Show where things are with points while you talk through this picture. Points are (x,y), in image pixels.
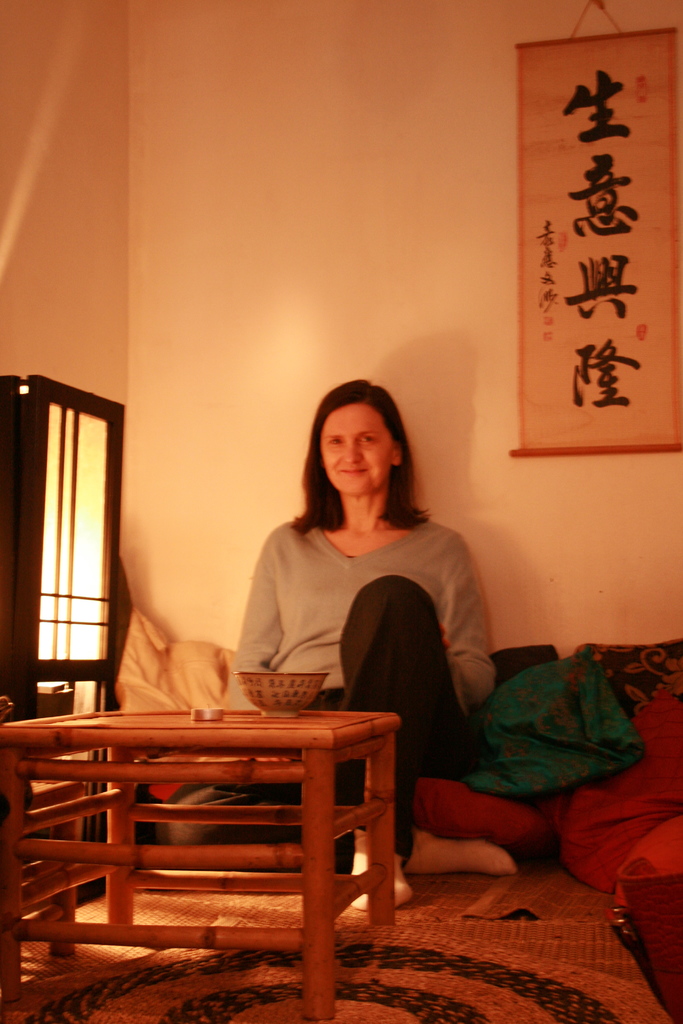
The women (375,636) wearing black pant (399,652) is sitting on a pillow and there is a table (384,721) in front of her which has a bowl (282,714) on it and there is a light (80,566) in the left corner (67,563).
